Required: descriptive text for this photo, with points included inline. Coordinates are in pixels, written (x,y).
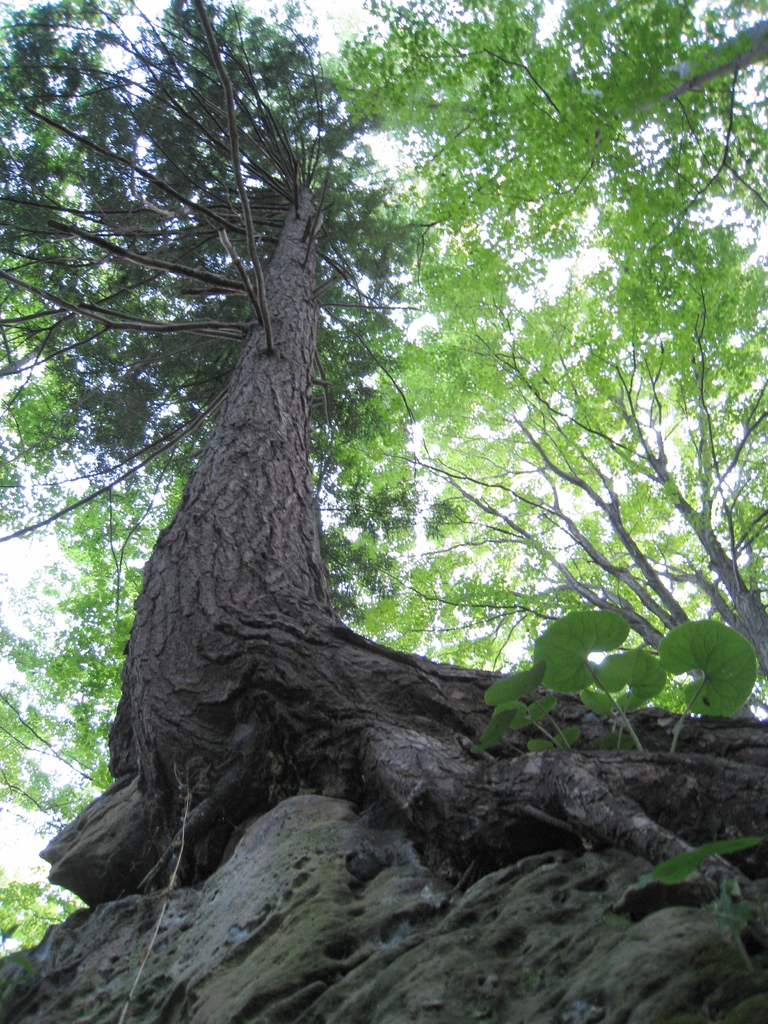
In this image there are trees (422,740) and leaves (449,188) with branches (243,276).
